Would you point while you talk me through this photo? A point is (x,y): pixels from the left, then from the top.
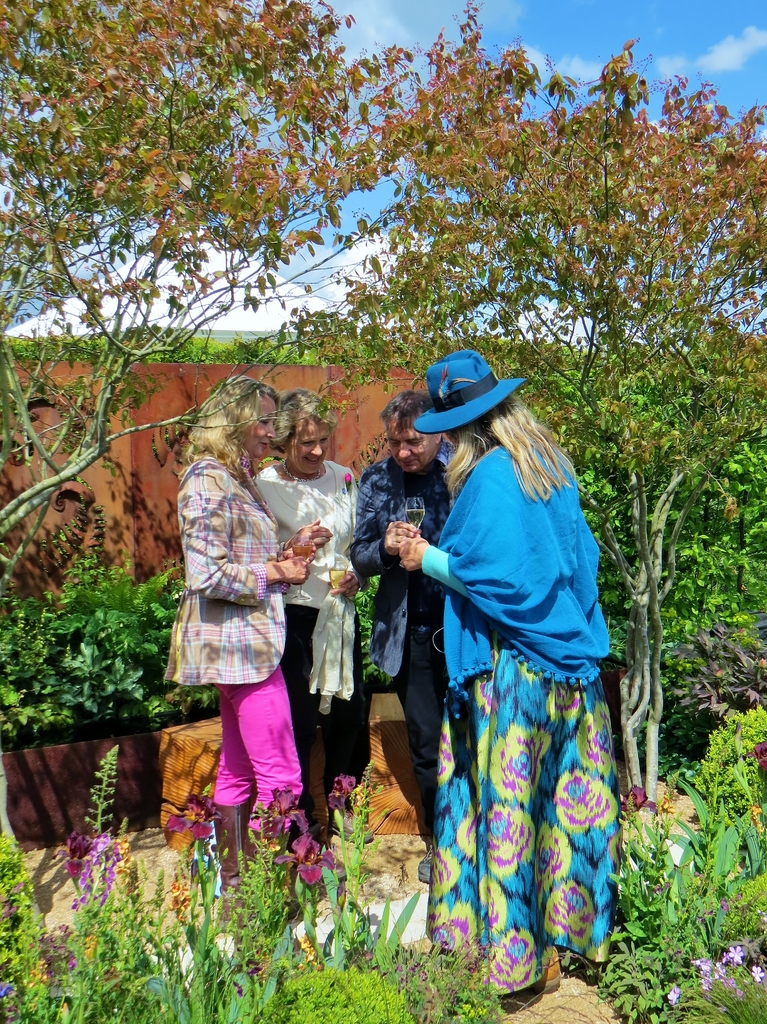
In the image we can see there are people (282,579) standing wearing clothes (257,612) and they are holding wine glasses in their hands (319,538). Here we can see the flower plants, trees (49,485), wall (128,456) and the cloudy sky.
